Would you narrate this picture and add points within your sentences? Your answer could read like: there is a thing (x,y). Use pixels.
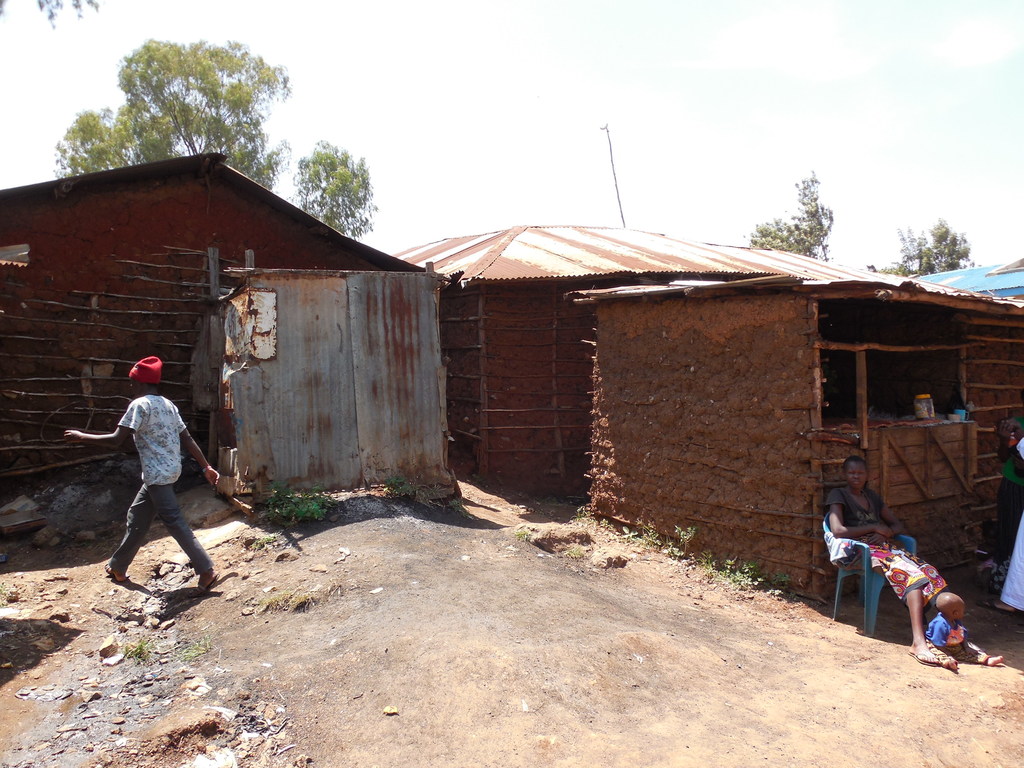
In this image I see the huts (494,339) and I see few people (143,413) in which this woman (859,523) is sitting on this chair (870,594) and I see a baby (953,636) over here and I see few things (916,412) over here. In the background (479,86) I see the trees (814,222) and the sky (494,88).
